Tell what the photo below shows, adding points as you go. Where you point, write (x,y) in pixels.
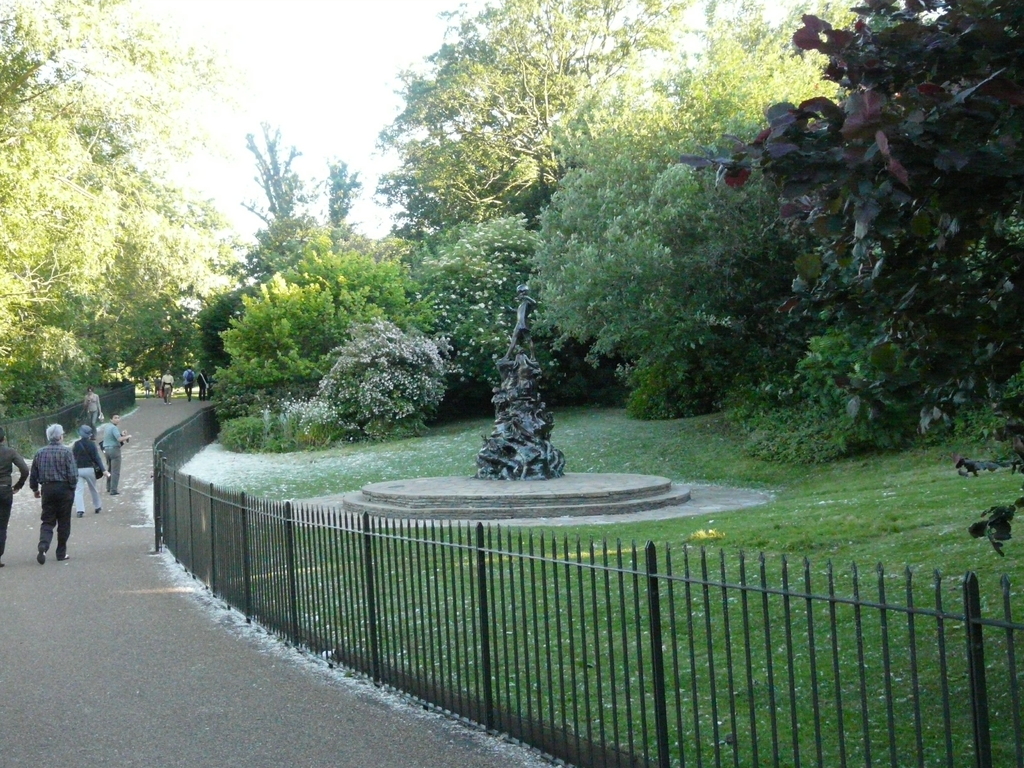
In this picture there is a statue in the foreground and there are group of people (47,533) walking on the road (57,580) and there is a railing (206,497) on the both sides of the road (149,469) and there are trees (678,327) and flowers (505,286). At the top (306,78) there is sky (277,80). At the bottom (167,713) there is a road (245,692) and there is grass (691,450).
